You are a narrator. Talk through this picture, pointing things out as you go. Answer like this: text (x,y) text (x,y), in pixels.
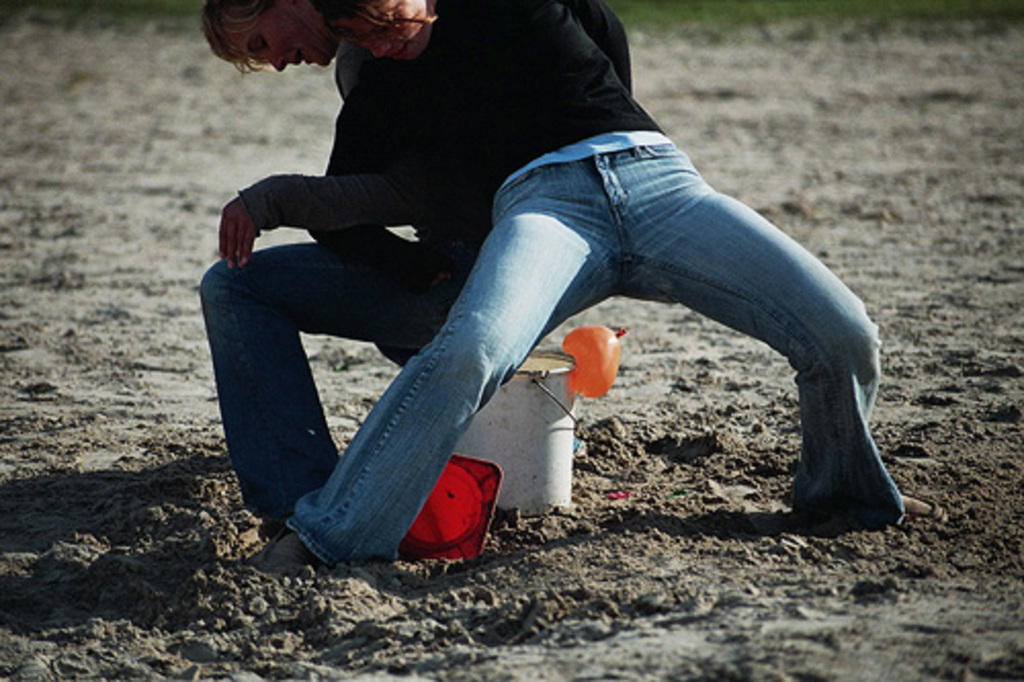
In this picture I can see 2 men (333,214) in front (491,357) and under them I can see a bucket (506,395), a red color thing (464,460) and a balloon (574,346) and I can see the sand (745,158). I see that it is blurred in the background (34,66).
